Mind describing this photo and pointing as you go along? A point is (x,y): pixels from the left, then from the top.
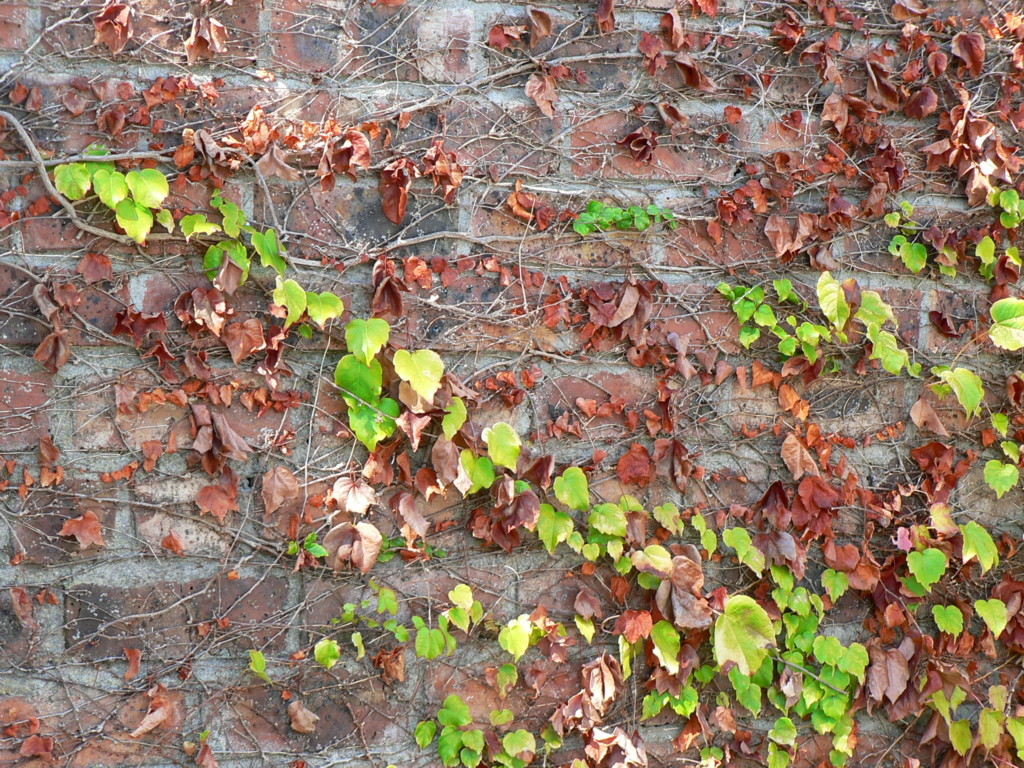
In this picture I can see the green and dry vines (756,188) on the brick wall (467,274). In the center (352,418) I can see some green leaves (937,571).
